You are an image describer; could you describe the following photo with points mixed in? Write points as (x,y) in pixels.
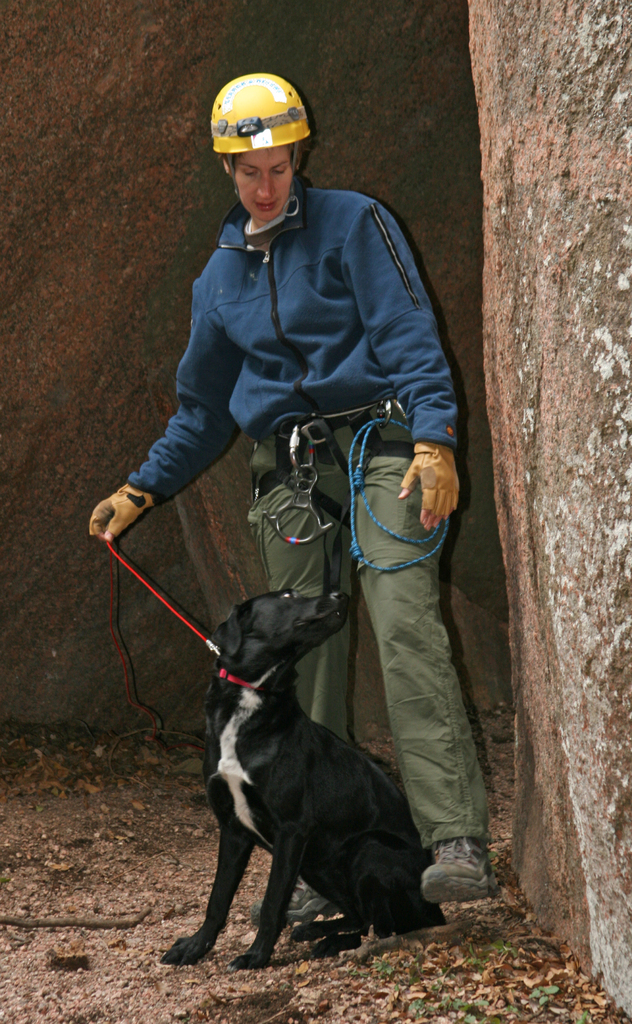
In this image we can see a person (445,778) and a dog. In the background (20,684) we can see rock (34,347).
